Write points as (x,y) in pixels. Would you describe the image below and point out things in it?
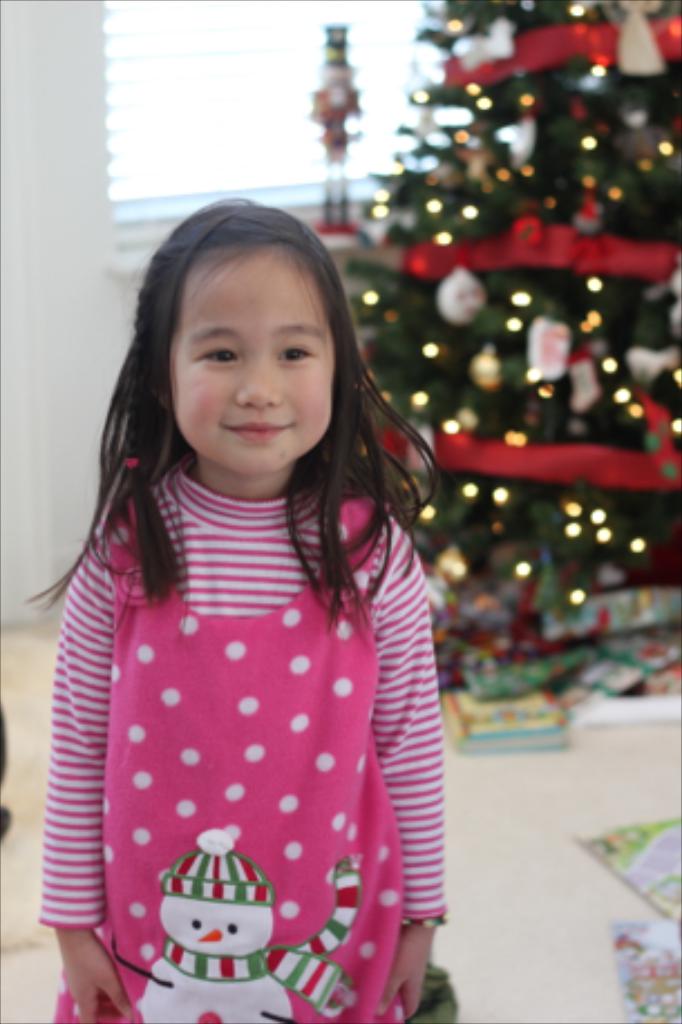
Front this girl (315,506) is smiling. Background (218,108) there is a Christmas tree (554,260) and window (262,125). In-front of this Christmas tree (591,398) there is a book (482,718).
